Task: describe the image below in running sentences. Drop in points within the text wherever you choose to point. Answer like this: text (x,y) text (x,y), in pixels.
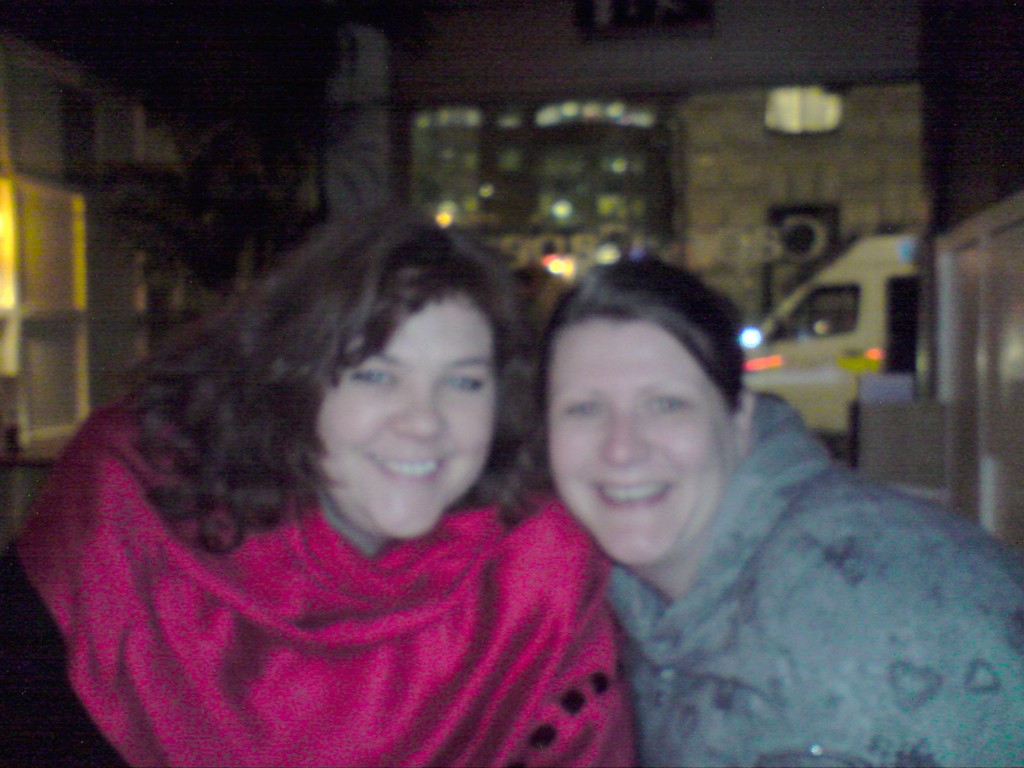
In the center of the image (544,420) we can see two ladies (484,477) are smiling. In the background of the image (784,150) we can see buildings (442,163), door (41,244), tree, wall (784,199), vehicle (781,333), lights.
